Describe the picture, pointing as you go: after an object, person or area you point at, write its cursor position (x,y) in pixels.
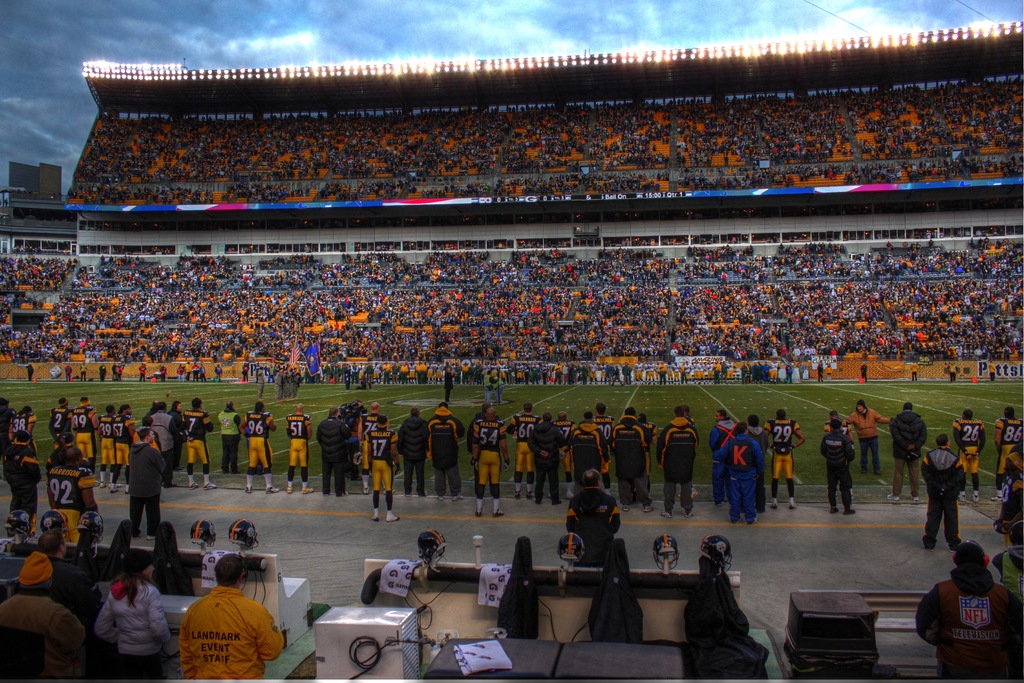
In this picture I can see a stadium (125,75), there are groups of people (163,450), there are helmets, lights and some other objects (735,573), and in the background (139,57) there is the sky (167,1).
